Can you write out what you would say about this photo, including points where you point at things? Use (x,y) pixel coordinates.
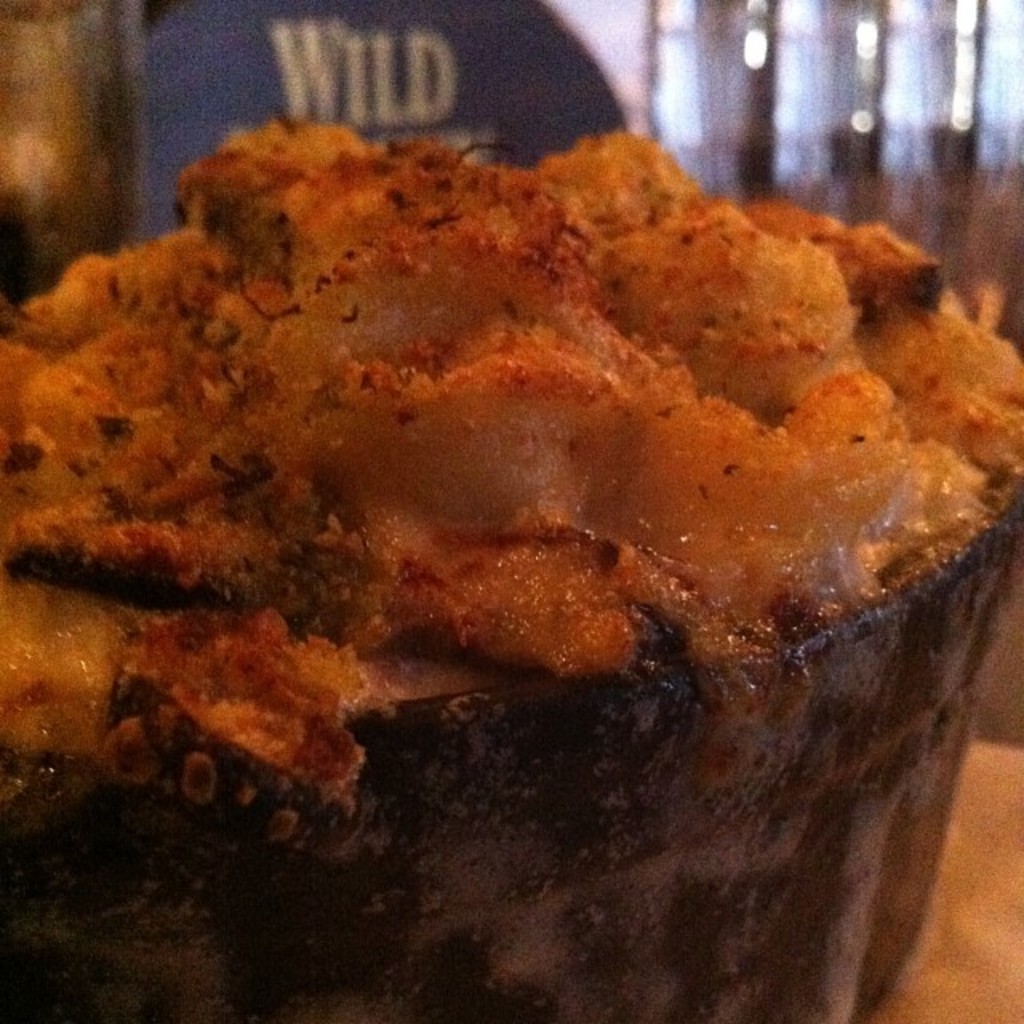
In this picture we can observe some food (602,380) placed on the table (990,826). In the background (227,46) it is completely blur.
